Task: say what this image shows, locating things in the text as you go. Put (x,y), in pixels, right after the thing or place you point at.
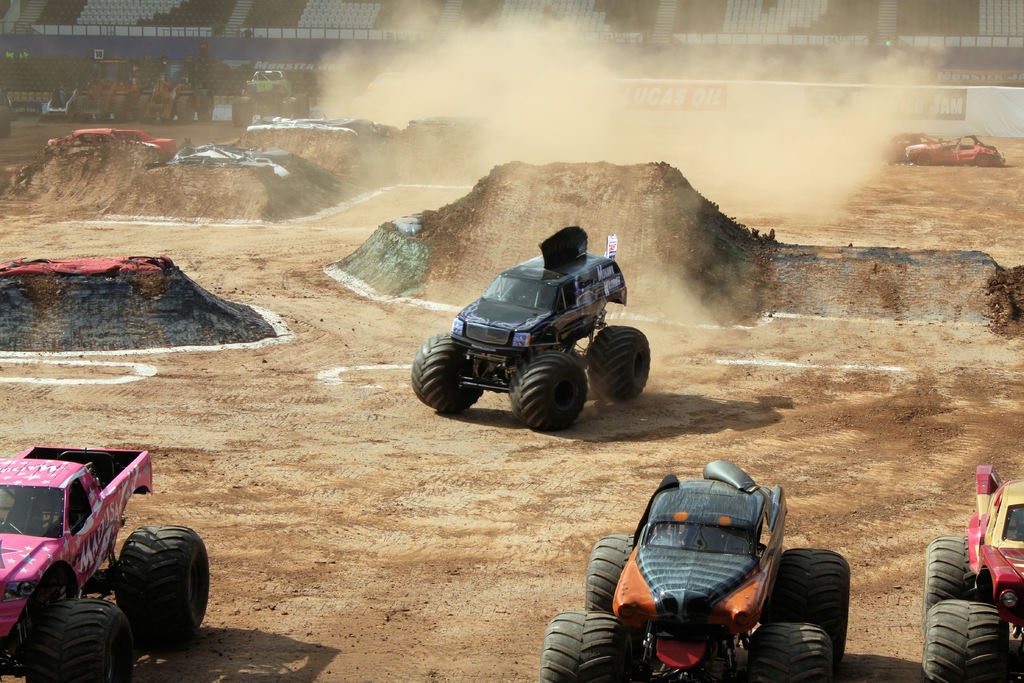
In the image there are many vehicles (16,479) around a land (329,159) and behind the land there are many empty chairs (653,31).
